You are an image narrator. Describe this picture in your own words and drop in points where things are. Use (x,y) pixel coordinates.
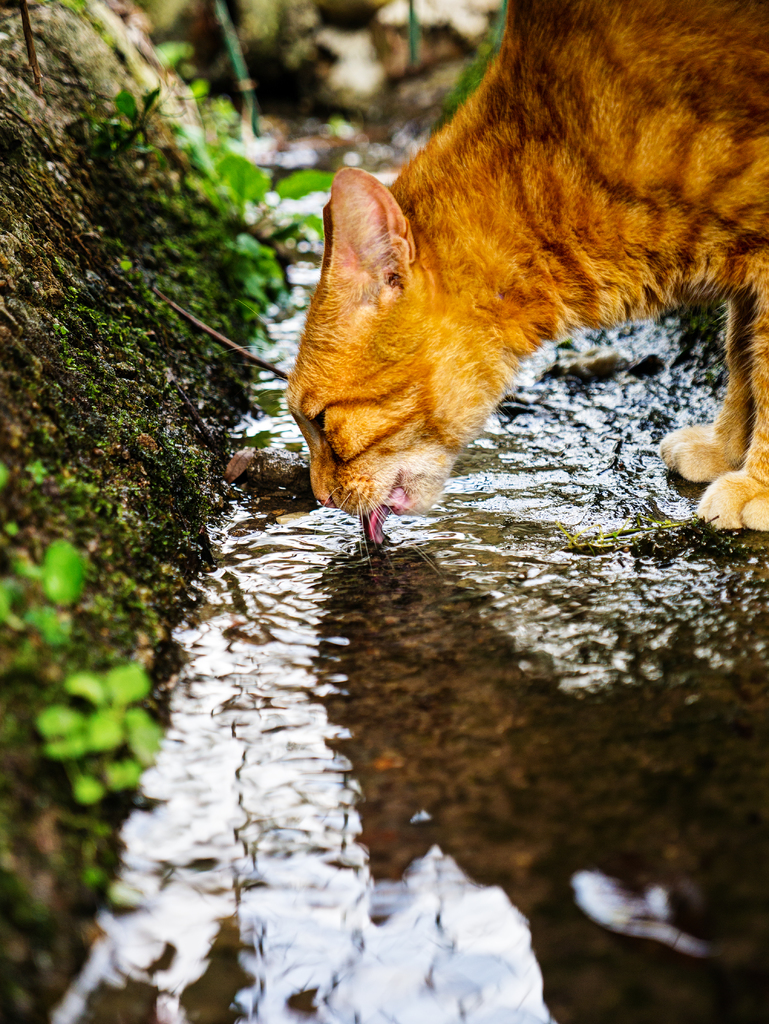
In the foreground of this image (526,378), there is a cat (635,181) drinking water (355,575). On the left (164,379), we can see few plants (198,184) and the background (368,74) is blurred.
